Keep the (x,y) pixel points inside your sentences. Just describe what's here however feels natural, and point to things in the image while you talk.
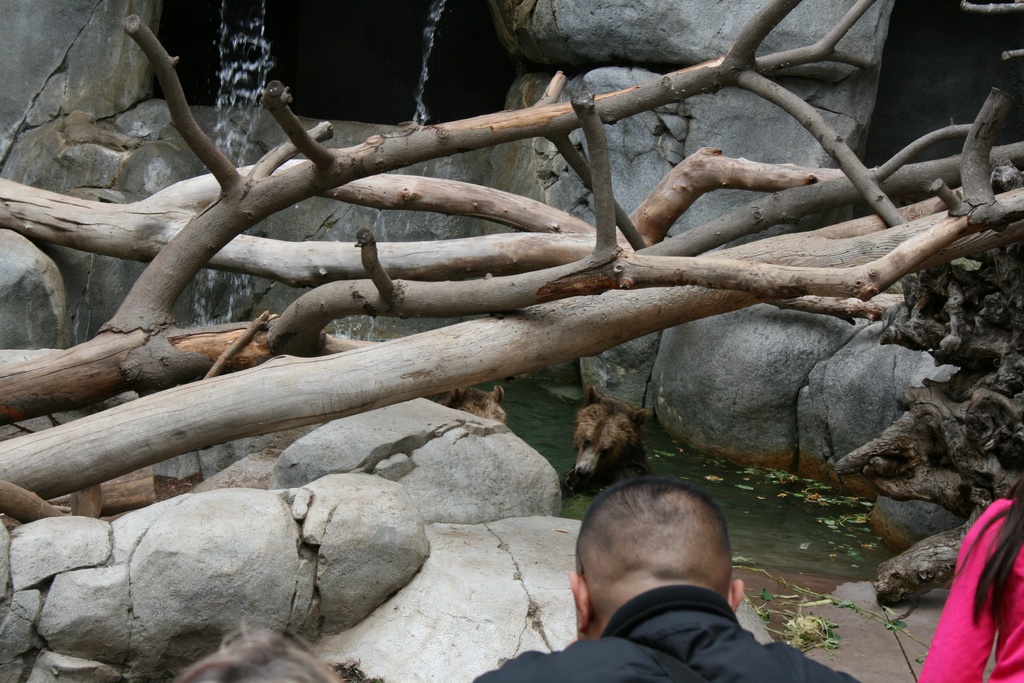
Here we can see wooden sticks (706,296). This is water (741,480) and there is an animal (632,462). There are three persons (985,656). In the background (685,43) we can see rocks (685,43).
